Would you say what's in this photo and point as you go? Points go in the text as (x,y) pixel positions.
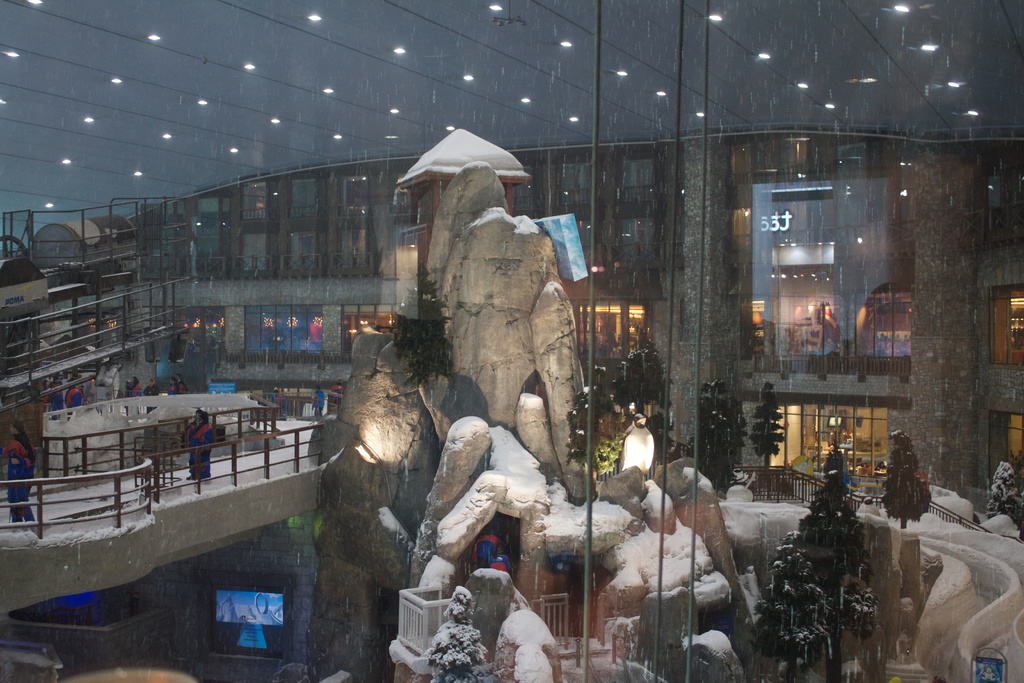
In this image there are few persons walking behind the fence (156,480). Few persons (484,556) are in the cave (519,558). There are few trees (708,433). Behind there is building (938,402). Beside the rock (324,624) there is a screen (261,615) attached to the rock (341,598).
